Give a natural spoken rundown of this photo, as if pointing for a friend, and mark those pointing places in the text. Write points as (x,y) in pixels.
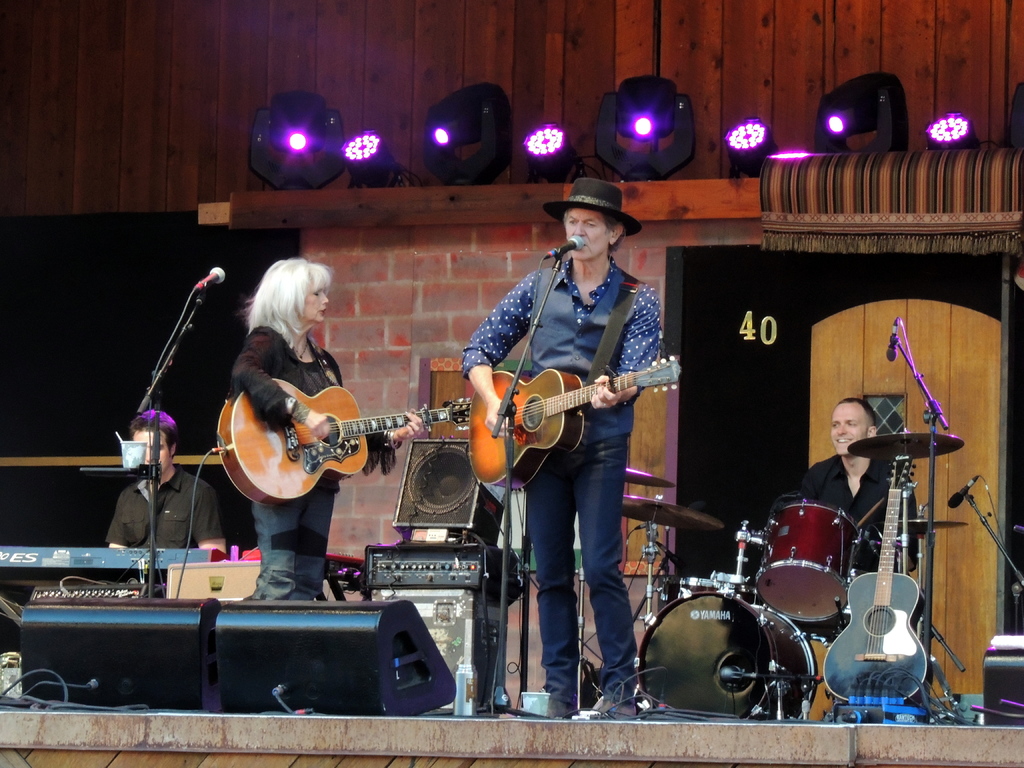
These are lights (891,108). This is a wall (419,304) with bricks (396,296). Here we can see a man (655,356) standing in front of a mike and playing guitar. He wore a hat (614,208) which is in black colour. Here we can see one man (864,499) sitting and playing drums (799,542). Aside to this man (556,513) we can see a woman (315,568) standing and playing a guitar (242,462). Here we can see a man (148,516) sitting and playing a keyboard (129,558). these are electronic devices (228,674).
